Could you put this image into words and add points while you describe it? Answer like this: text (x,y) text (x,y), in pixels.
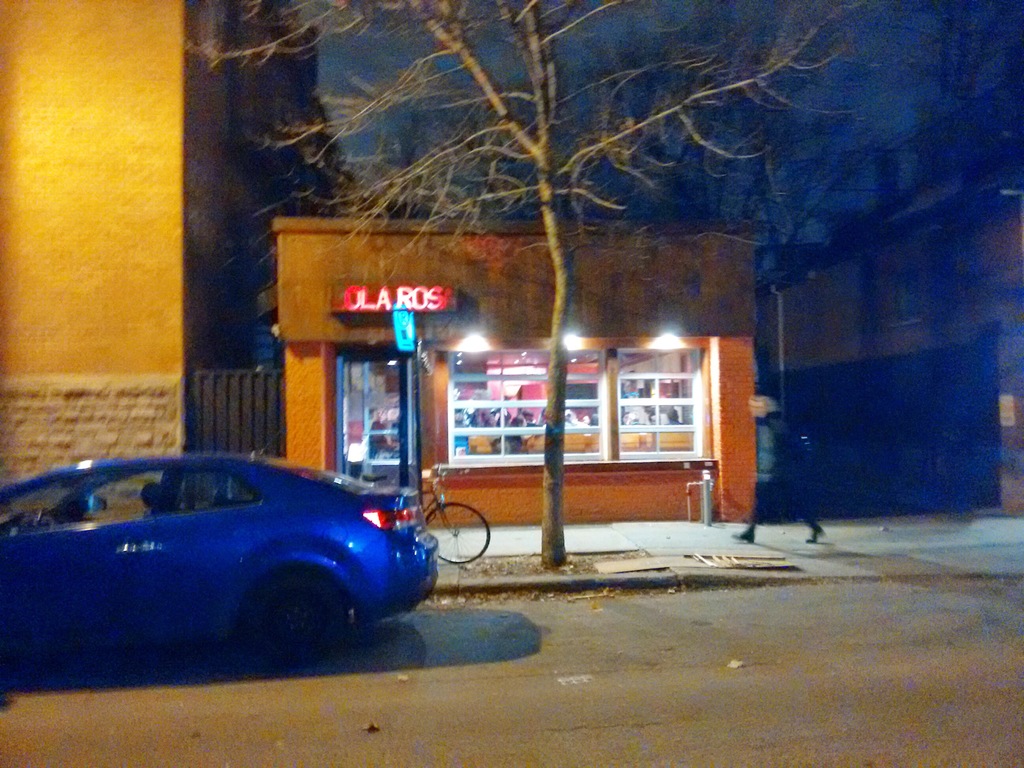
In this image there is a road (556,600), on which there is a car (66,523), beside the road (753,617), there is a footpath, on which there is a person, bicycle (470,520), tree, shop (350,420), some buildings (42,275) visible in the middle (659,298), this picture is taken during night.
